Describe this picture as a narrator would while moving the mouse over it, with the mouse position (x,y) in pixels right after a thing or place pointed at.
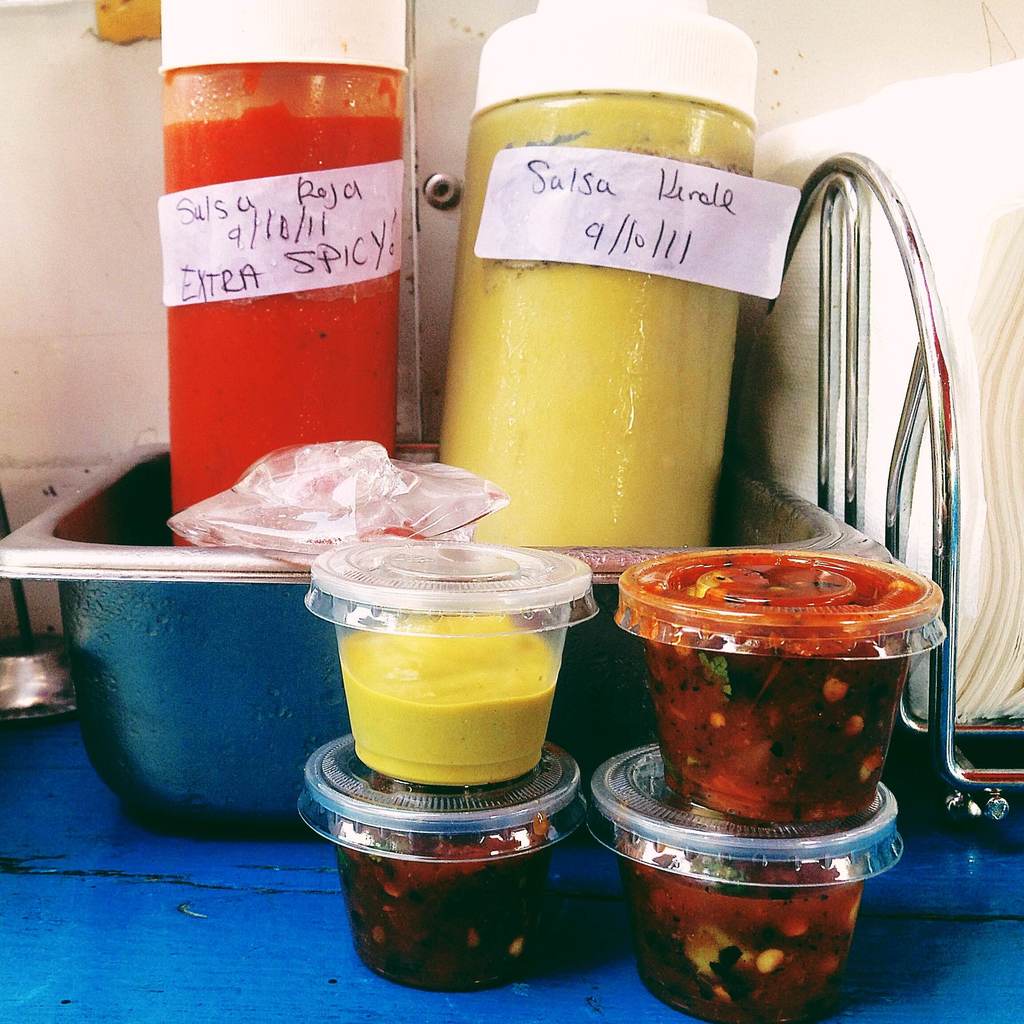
In the given picture there are some cups (772,720) which are filled with some sauces (779,780). There is a bowl (198,663) on which two jars (298,303) are placed. One jar (384,292) is containing a red colored spicy food (277,430) and the another jar (540,381) is containing yellow color food (632,334). Behind them there is a wall (90,250).
